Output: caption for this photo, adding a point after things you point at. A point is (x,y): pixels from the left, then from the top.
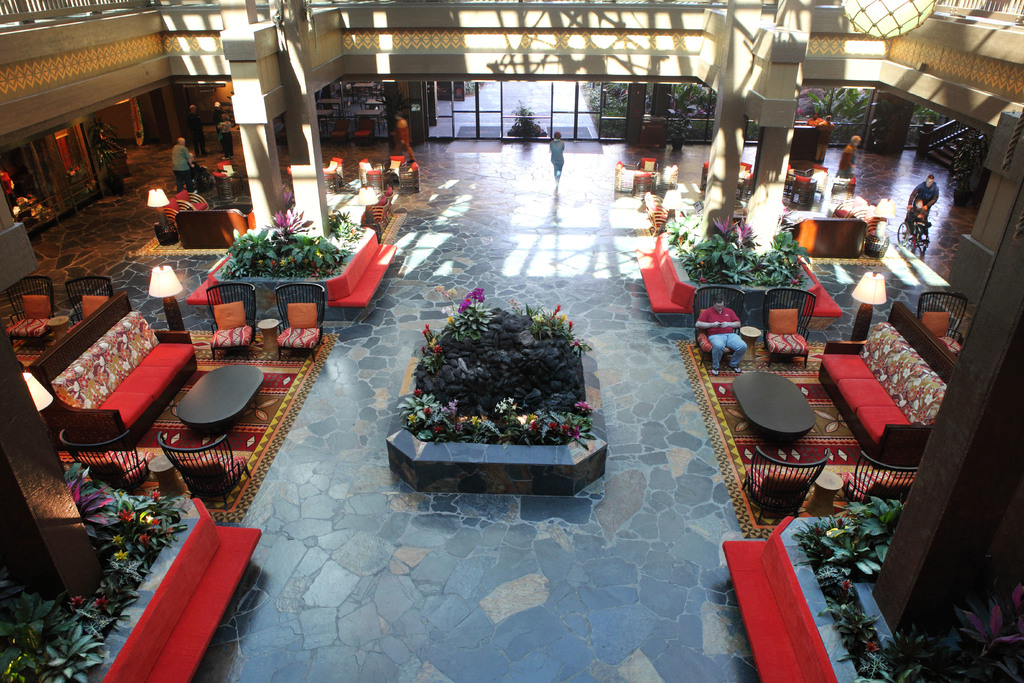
There is a person (717,326) sitting on the chair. Beside him, there are some chairs (954,326), sofa (881,389), light (864,332), table (782,391), mat (724,461), plants (846,509), and a person (913,216). In the middle (562,334), there is a plant (481,331). On the left hand side of the image (210,380), there is a plant (283,254), some chairs (252,319), table (233,382), mat (206,366), sofa (177,358), pillar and a person (180,158) is walking. In the background (559,174), a person (553,163) is walking on the floor (504,217).
